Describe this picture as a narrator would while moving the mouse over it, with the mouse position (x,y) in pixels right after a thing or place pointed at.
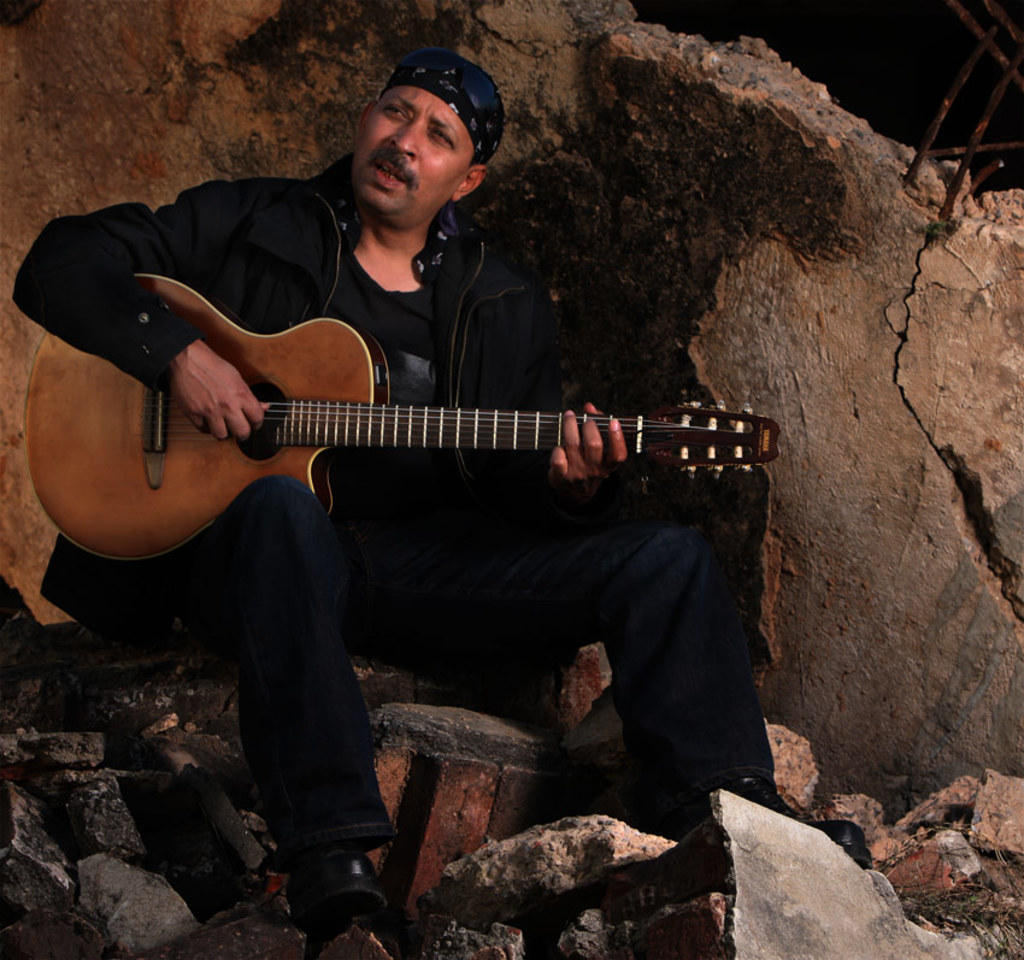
This image consists of a man (592,522) who is sitting on rocks (527,702). He is wearing black color dress (445,388) he also has a cap (470,122) on his head (454,133). He is playing guitar (288,340) which is in brown color.
